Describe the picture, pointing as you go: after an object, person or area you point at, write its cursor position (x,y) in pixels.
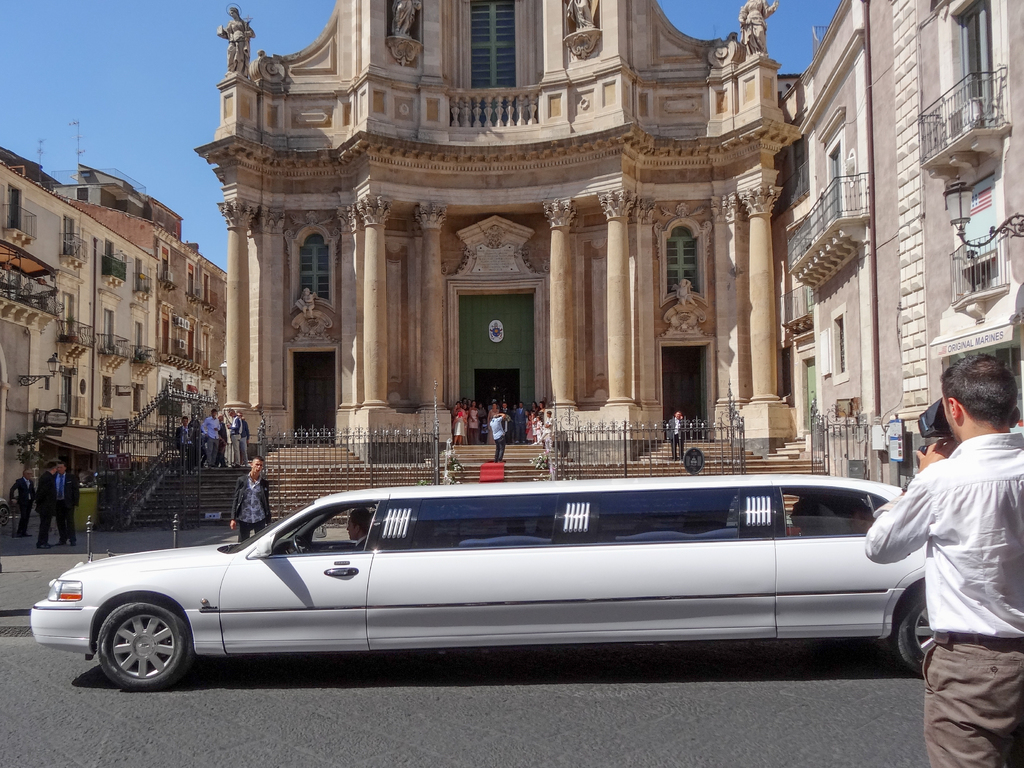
In the middle of the image (634,501) we can see a car (574,501), in the background (407,483) we can find few buildings (69,403), metal rods (408,481) and group of people (529,434), on the right side of the image (1002,505) we can see a man (974,506), he is holding a camera (944,422).
